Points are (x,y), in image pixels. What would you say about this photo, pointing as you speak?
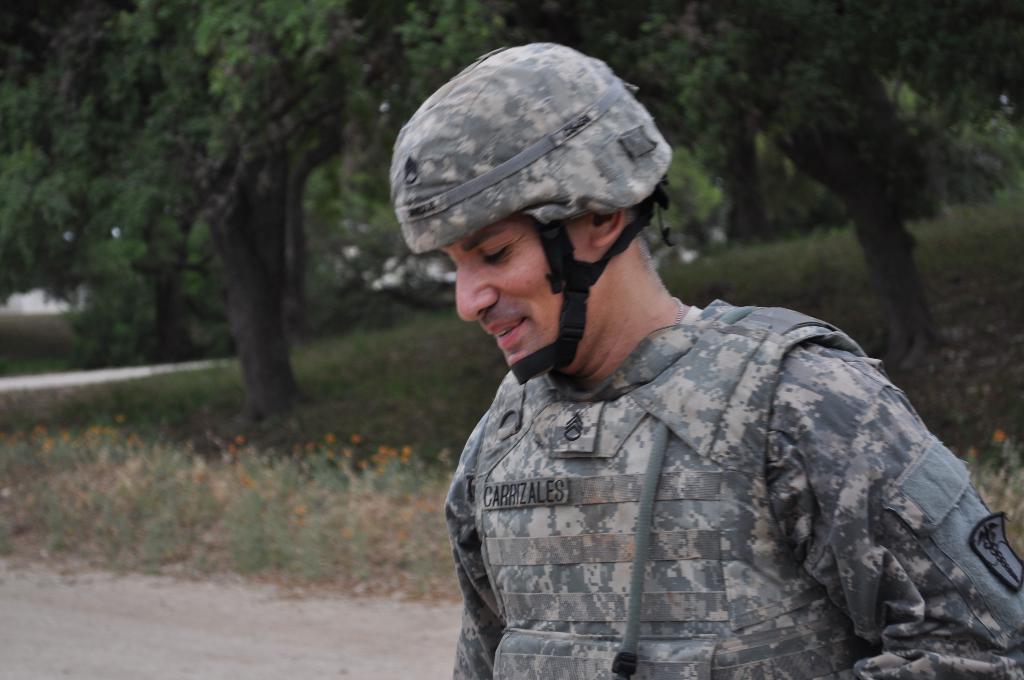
In this picture there is a man (630,99) who is wearing helmet (622,193), bulletproof jacket (717,514) and shirt (883,533). In the background (970,146) we can see many trees (441,283), plants (666,249) and grass (192,446).
